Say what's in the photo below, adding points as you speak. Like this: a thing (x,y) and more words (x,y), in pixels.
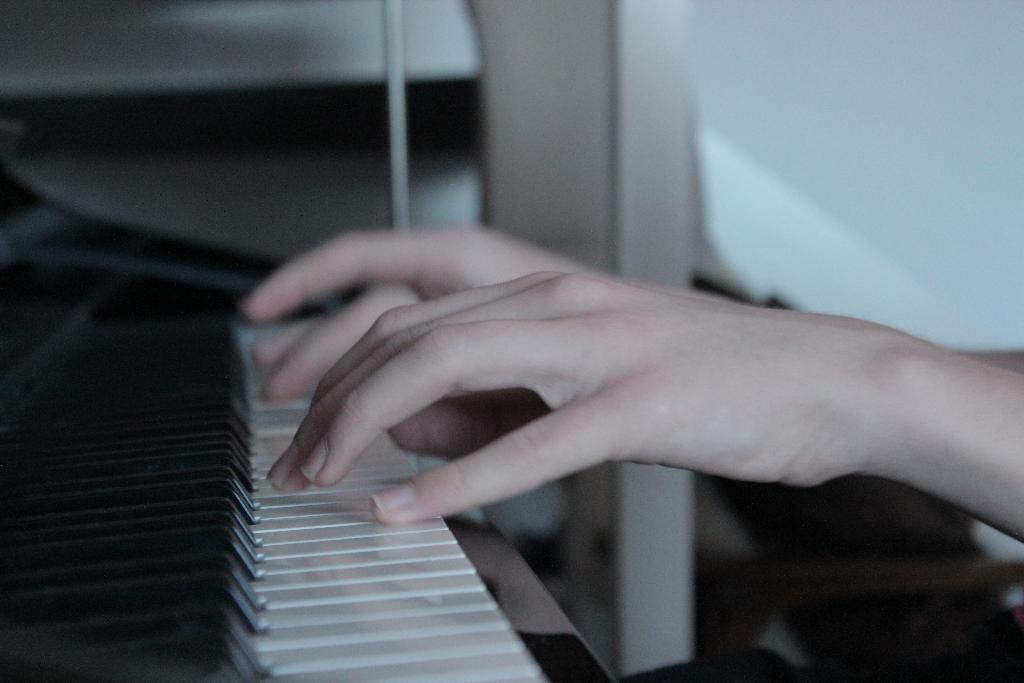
In this image person (400,414) is playing a piano (249,446).
